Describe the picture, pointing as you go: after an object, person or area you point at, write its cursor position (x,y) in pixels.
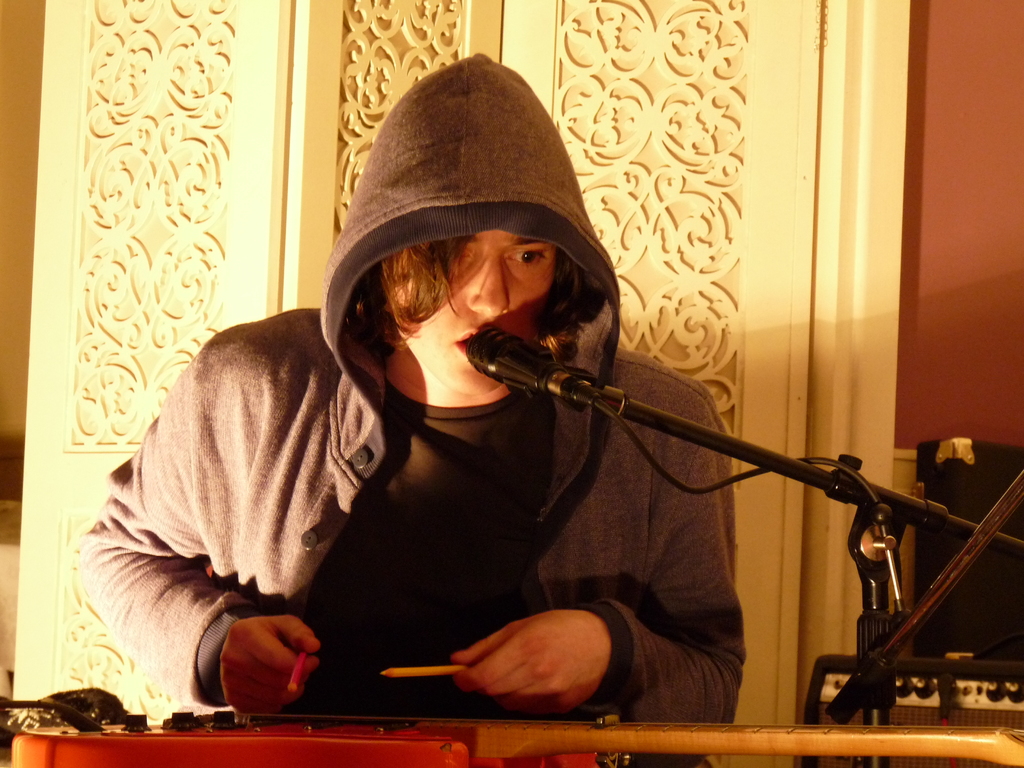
In the middle of the image (406,477) there is a person (475,662) holding two sticks (300,662) in the hands (248,622) and playing music. At the bottom of the image (302,754) there is a musical instrument (444,727). On the right side of the image (720,442) there is a mic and there are a few objects (971,644). In the background (322,187) there is a wall (620,107) with a few carvings (664,242) on it.
